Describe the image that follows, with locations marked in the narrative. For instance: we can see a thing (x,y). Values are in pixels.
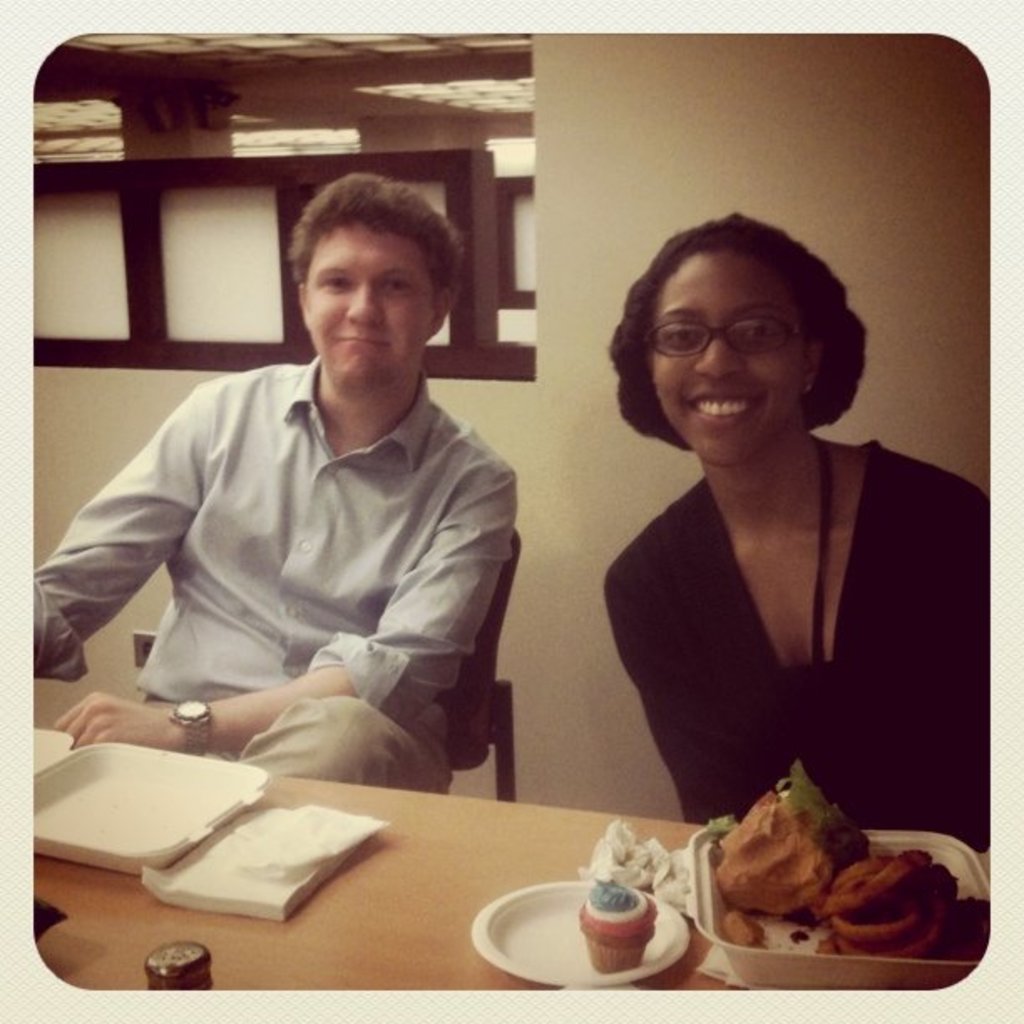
In this image I can see a man (284,612) wearing white shirt (284,612) and cream pant (315,716) and a woman (756,759) wearing black color dress (801,688) are sitting in front of a brown colored table (409,900). On the table (404,860) I can see a plate (529,923) with cupcake (620,951) on it, a tray (752,959) with brown colored food item (787,878) in it and few other white colored objects (227,858). In the background (773,163) I can see the wall (784,146), the ceiling (388,70) and few lights (502,98) to the ceiling (349,100).
